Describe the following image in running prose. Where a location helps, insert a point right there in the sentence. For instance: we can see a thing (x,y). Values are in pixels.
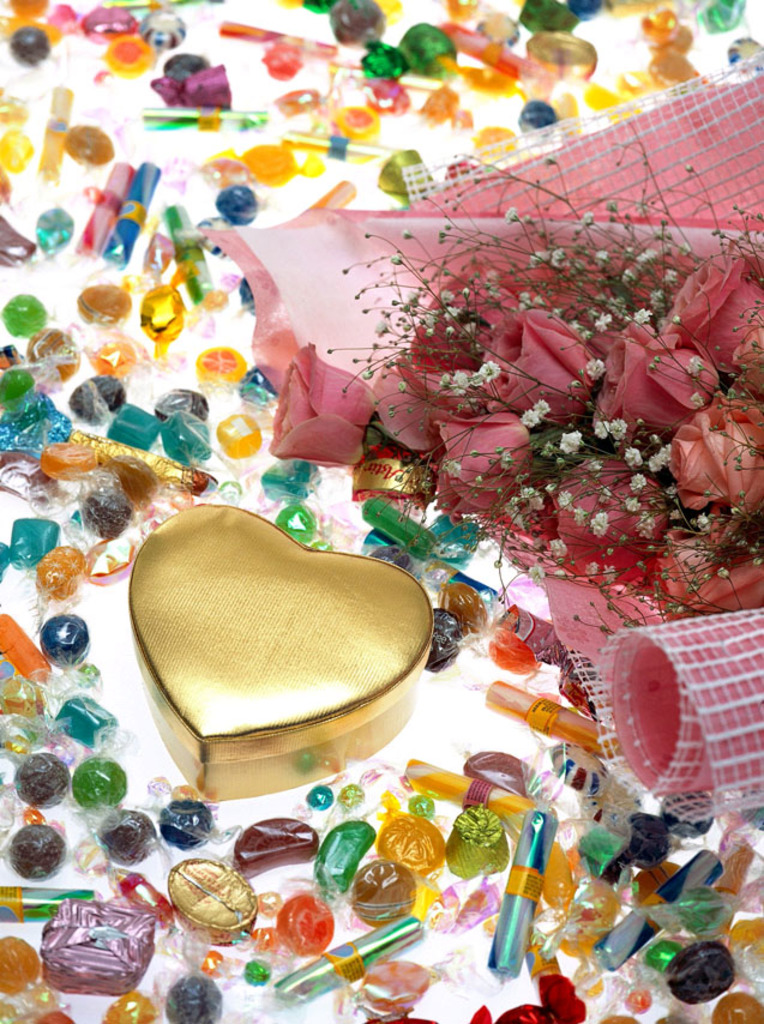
In this picture we can see candies (120,1002) and bouquet (394,369) are present.
